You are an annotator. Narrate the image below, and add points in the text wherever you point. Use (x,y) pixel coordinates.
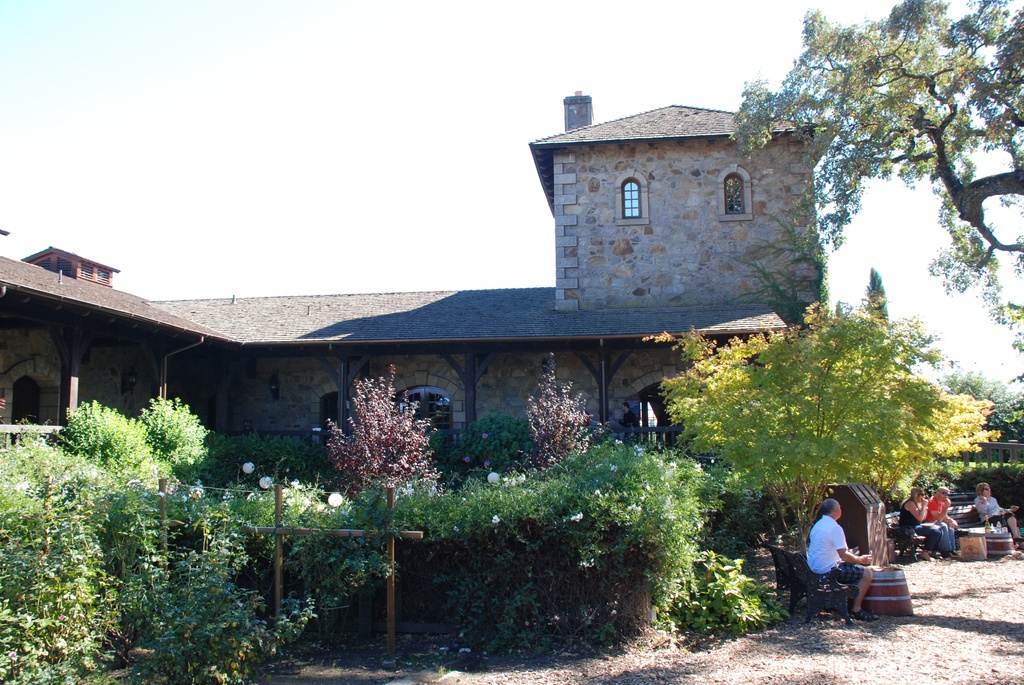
In this picture there is a building (726,326) and there are trees (884,314). On the right side of the image (850,553) there are group of people (839,562) sitting on the benches (795,596) and there are objects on the tables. On the left side of the image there is a wooden railing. At the top (290,133) there is sky (296,201). At the bottom (805,646) there is mud (857,654).
